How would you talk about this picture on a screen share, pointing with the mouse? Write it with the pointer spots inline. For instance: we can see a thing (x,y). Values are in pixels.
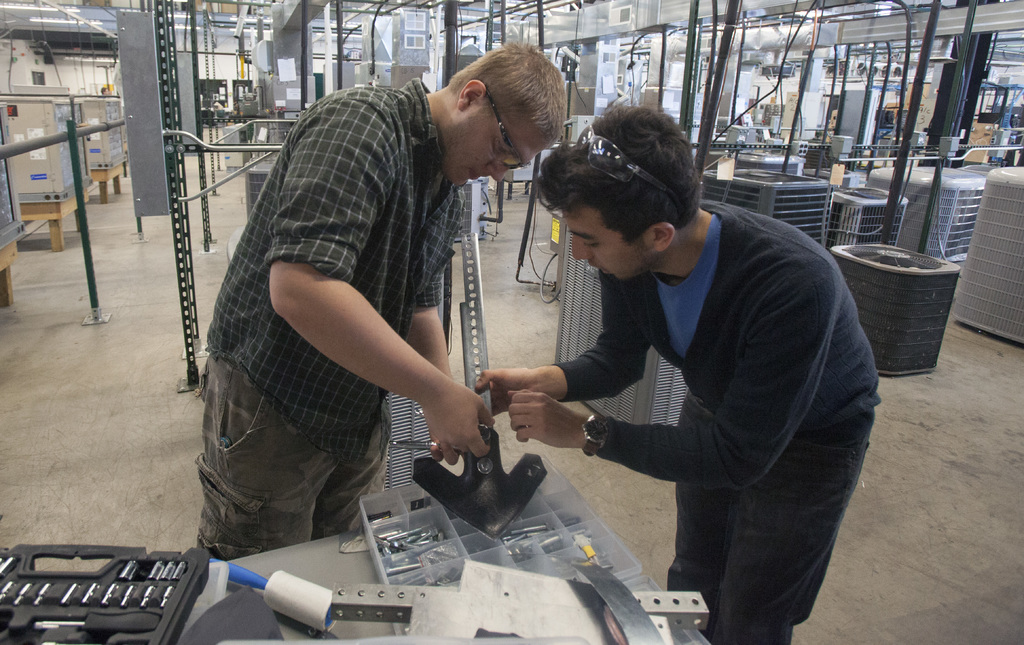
In this picture we can see two men (633,363) are standing and holding something, in the background (594,403) there are some metal rods (566,104) and equipment (866,203), at the bottom (367,579) there is a table (367,570), we can see a plastic box (411,559) and some metallic things (88,593) present on the table (289,628), a man (360,324) on the left side (311,357) wore spectacles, a man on the right (712,385) wore a watch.
